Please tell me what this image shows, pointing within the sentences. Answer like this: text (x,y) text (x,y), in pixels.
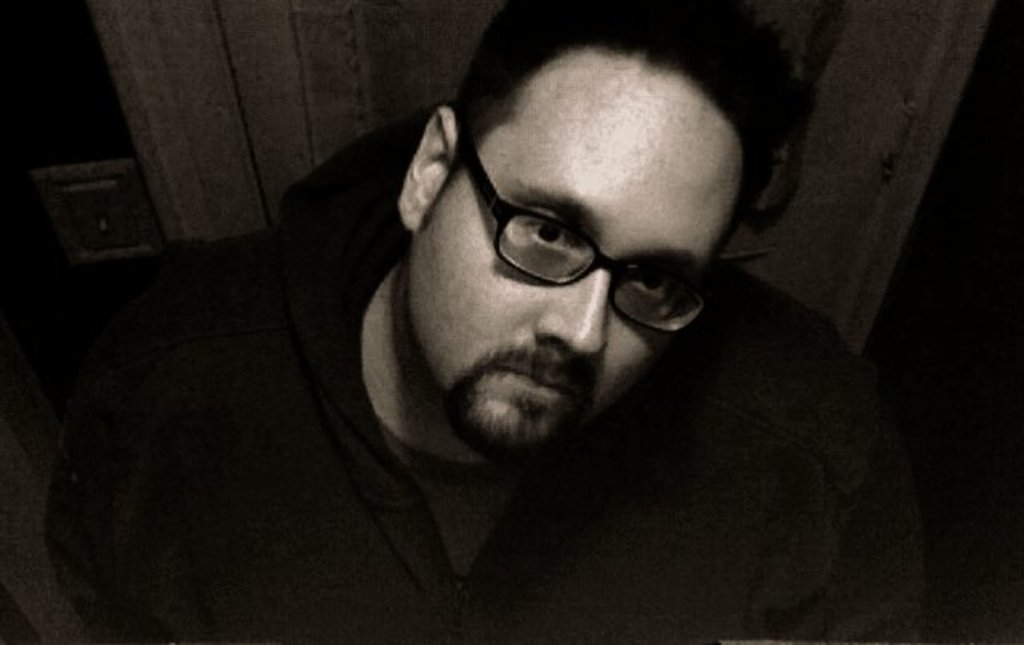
It is a black and white image. In this image we can see a person (605,308) wearing the glasses (572,256) and the background (873,116) is not clear.
